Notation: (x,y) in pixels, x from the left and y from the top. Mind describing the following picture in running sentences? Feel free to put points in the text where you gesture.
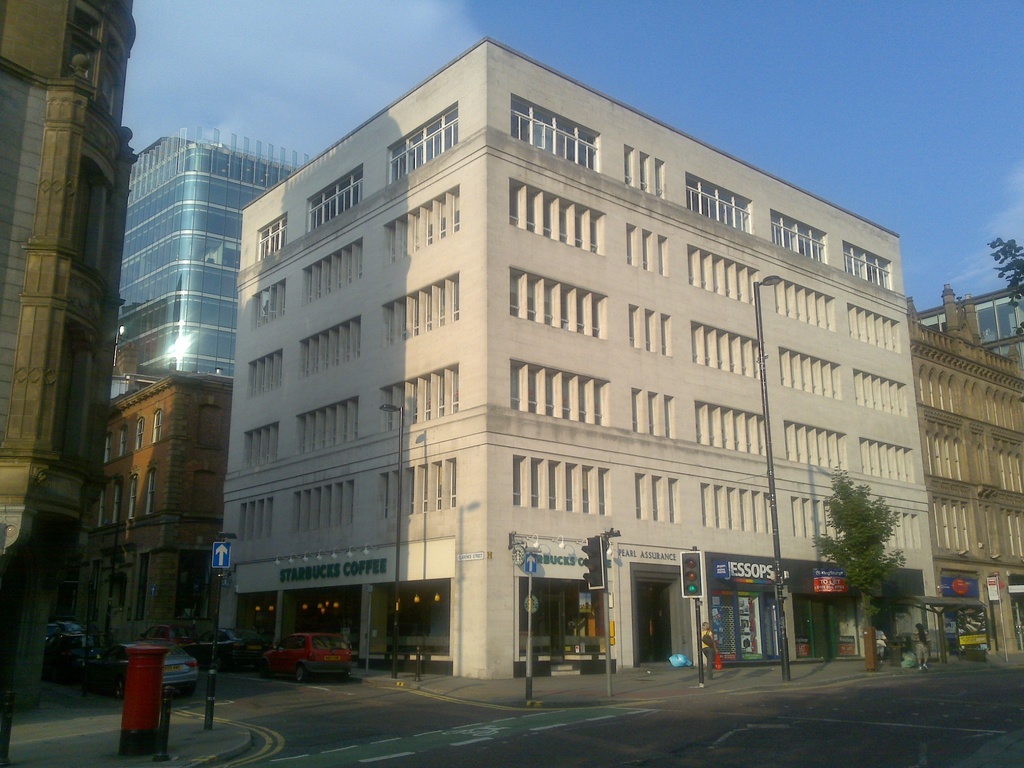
This picture might be taken from outside of the city and it is very sunny. In this image, on the right side (800,668), we can see street light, trees (866,624) and foot path (915,661) and a person (882,645) is walking on the footpath (949,664). On the left side (214,681), we can also see buildings (95,559), post box (153,677), pole (169,705). In the background (249,651), we can see some cars (343,664), buildings (429,627). On top (841,127) there is a sky (857,127), at the bottom (685,699) there is a road (511,717).
